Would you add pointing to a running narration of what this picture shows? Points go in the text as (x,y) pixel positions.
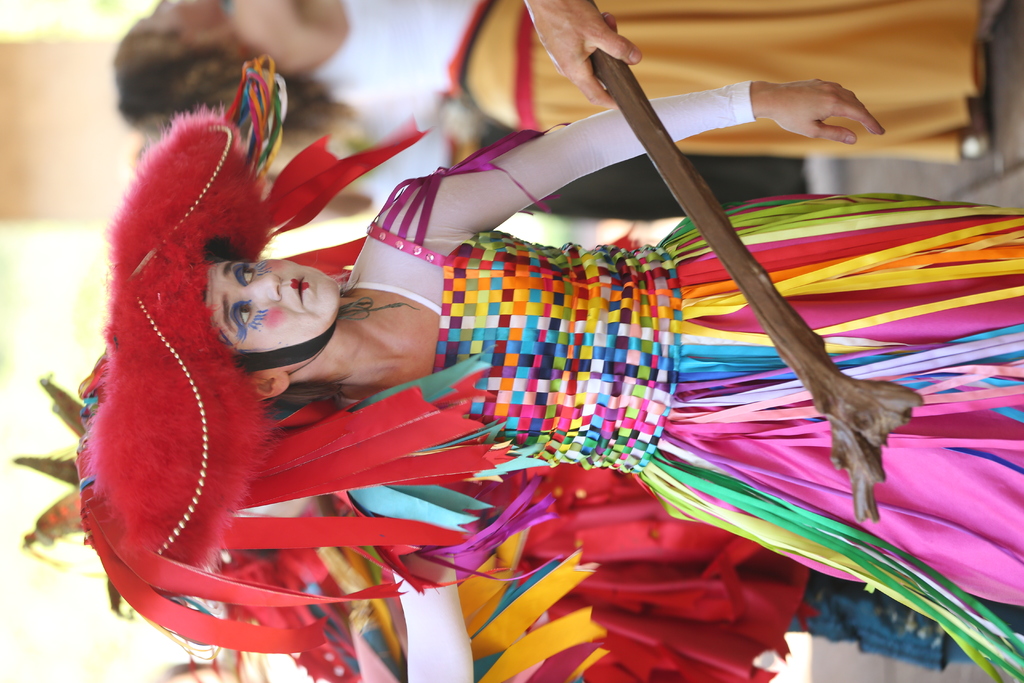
In this image we can see people (513,492) wearing costumes (560,152). At the top (571,77) we can see a person's hand (580,70) holding a stick (601,53).
